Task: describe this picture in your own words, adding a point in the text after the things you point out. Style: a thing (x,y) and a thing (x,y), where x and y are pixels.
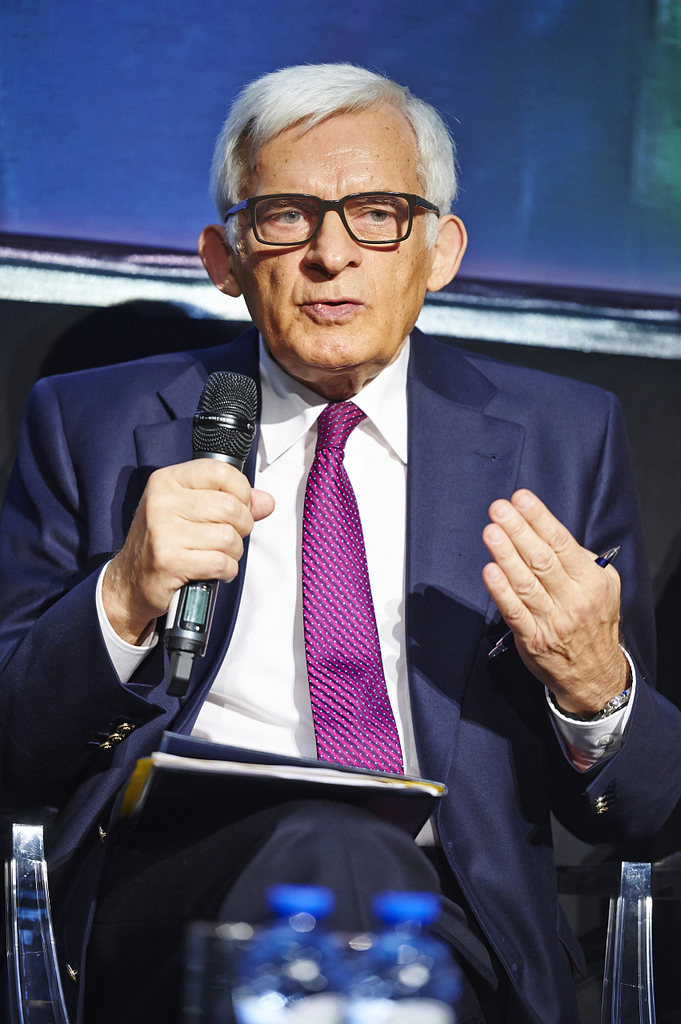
In this picture an old man (466,459) wearing a blue coat (512,416) is talking with mic (222,427) in his hand (211,575). We observe a pair of water bottles (315,909) kept on the table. In the background (93,153) there is a blue color screen (369,59) or a poster (72,195).
